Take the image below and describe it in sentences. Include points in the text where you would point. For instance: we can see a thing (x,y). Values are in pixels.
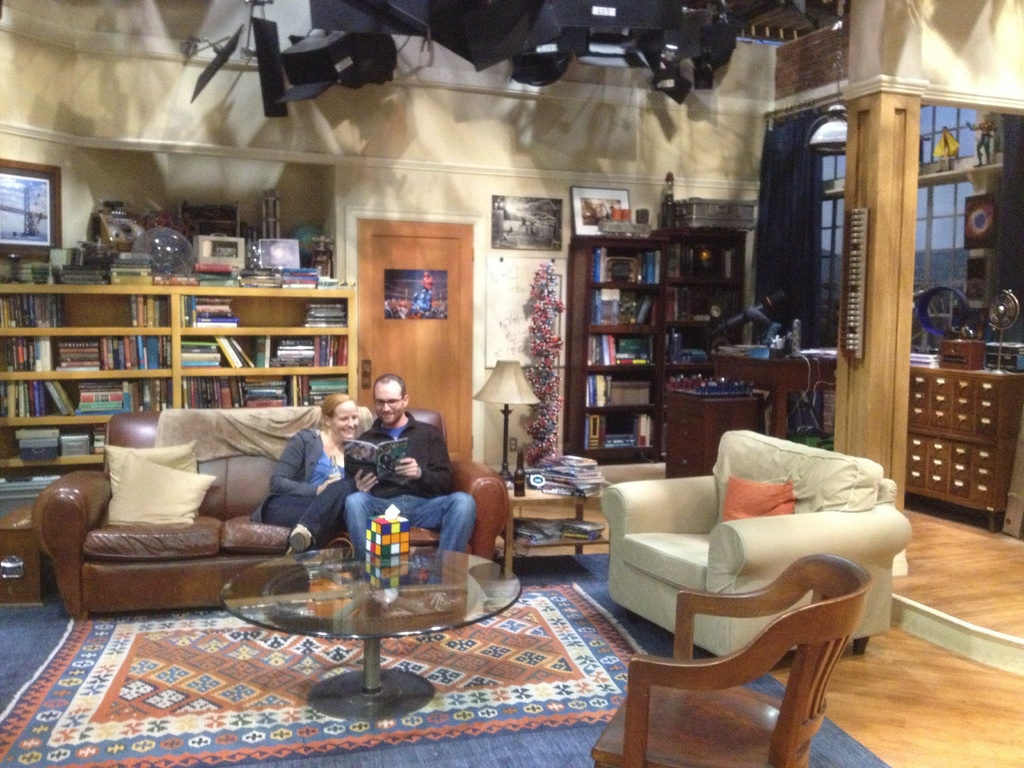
There are two people (305,446) sitting in a room (407,474). They are sitting in a sofa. He is holding book (392,471). She is look at the book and she is smiling. on the background (276,368) there is a cupboard (236,333), pillars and walls (512,442). There are books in a cupboard (248,340). There is a table (446,600) and the Rubik's cube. There is a sofa (434,542) next to it. Sky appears from the window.
